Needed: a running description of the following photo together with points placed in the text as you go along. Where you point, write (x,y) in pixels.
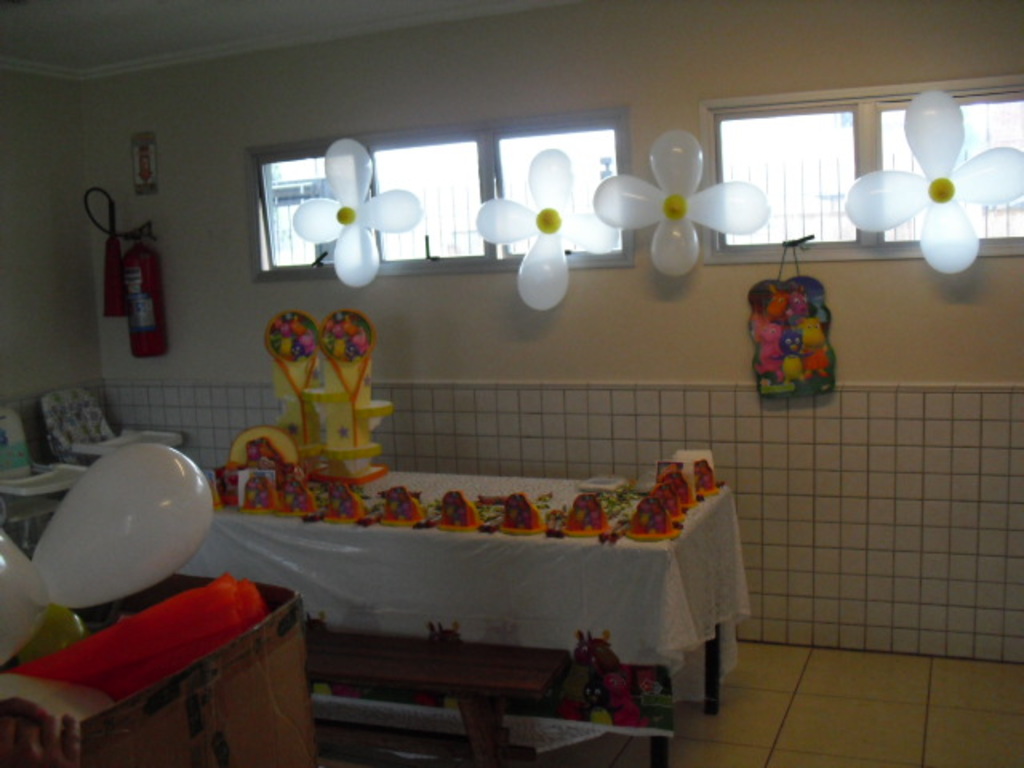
In this image, I can see the food items (612,538) and few other objects (607,489) on a table (482,519), which is covered with a cloth (554,579). At the bottom of the image (472,689), I can see a wooden bench (473,692) on the floor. At the bottom left corner of the image (163,668), there are balloons (25,591) and few other objects (84,662) in a cardboard box (247,669). On the left side of the image (10,447), there are chairs (58,463) with the trays (130,434). I can see a fire extinguisher (140,285) and a poster (152,143) attached to the wall (341,116). In the background (361,217), there are balloons (519,237) attached to the windows (420,230) and I can see a toy bag (790,345) hanging to a window (806,230).
